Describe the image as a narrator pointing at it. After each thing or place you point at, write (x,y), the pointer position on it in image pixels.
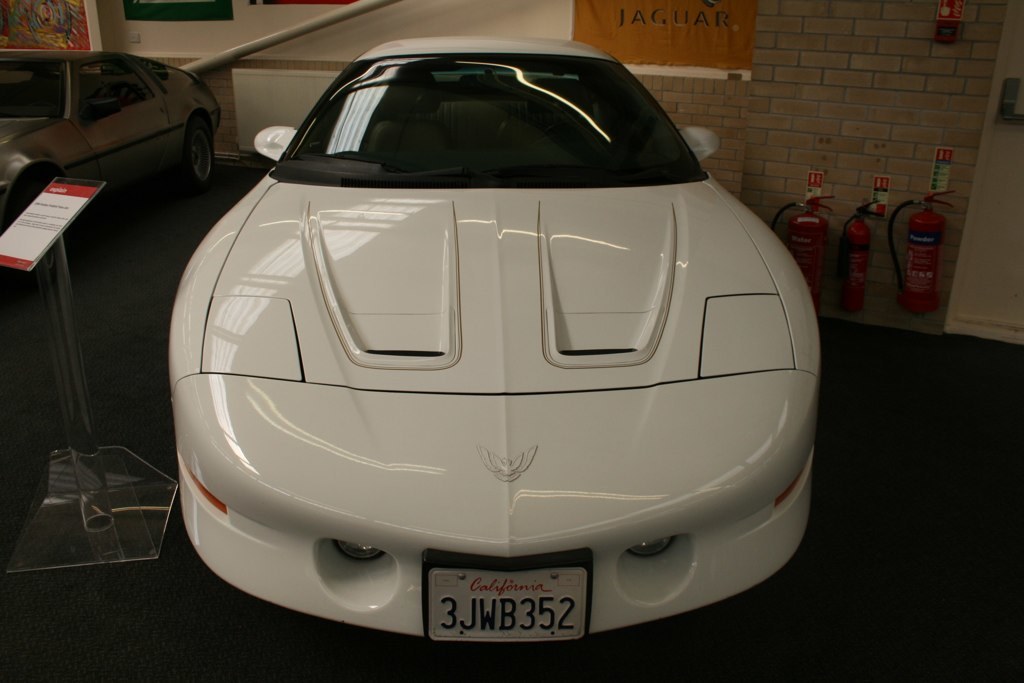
This image consists of cars (482,304). There is a white car (492,412) in the middle (451,444). It has a number plate (559,566).
